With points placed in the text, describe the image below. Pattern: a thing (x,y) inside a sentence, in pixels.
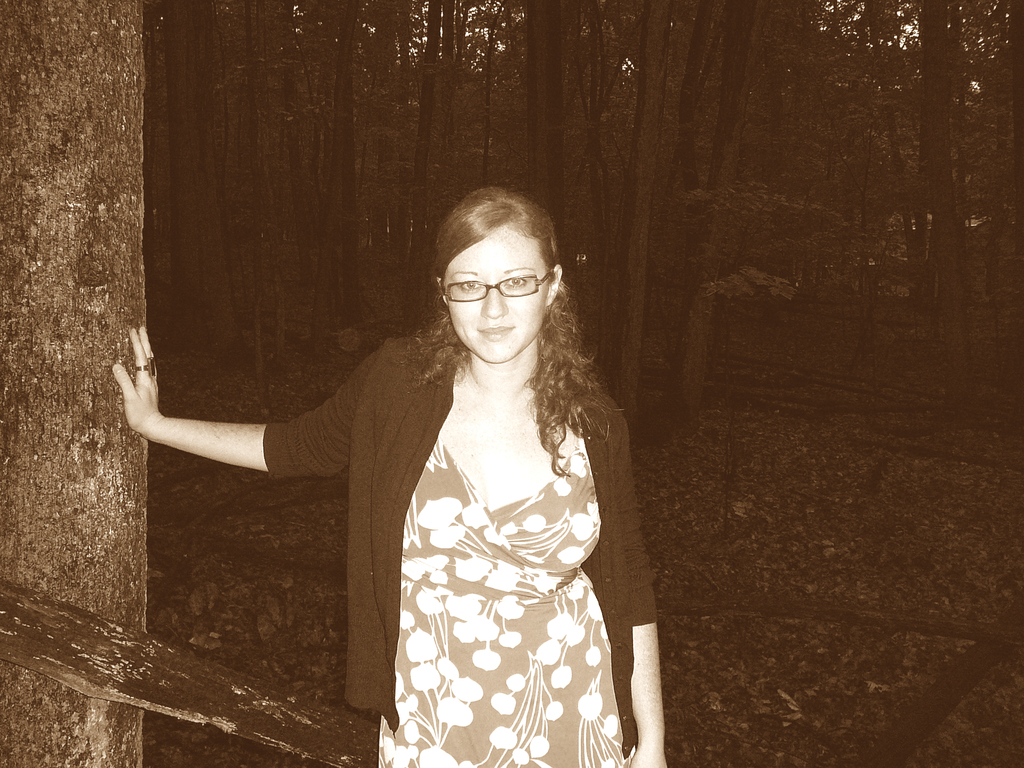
In this image I can see a woman (491,504) is standing and wearing spectacles (466,301). In the background (437,142) I can see trees (460,127). This image is black and white in color.
